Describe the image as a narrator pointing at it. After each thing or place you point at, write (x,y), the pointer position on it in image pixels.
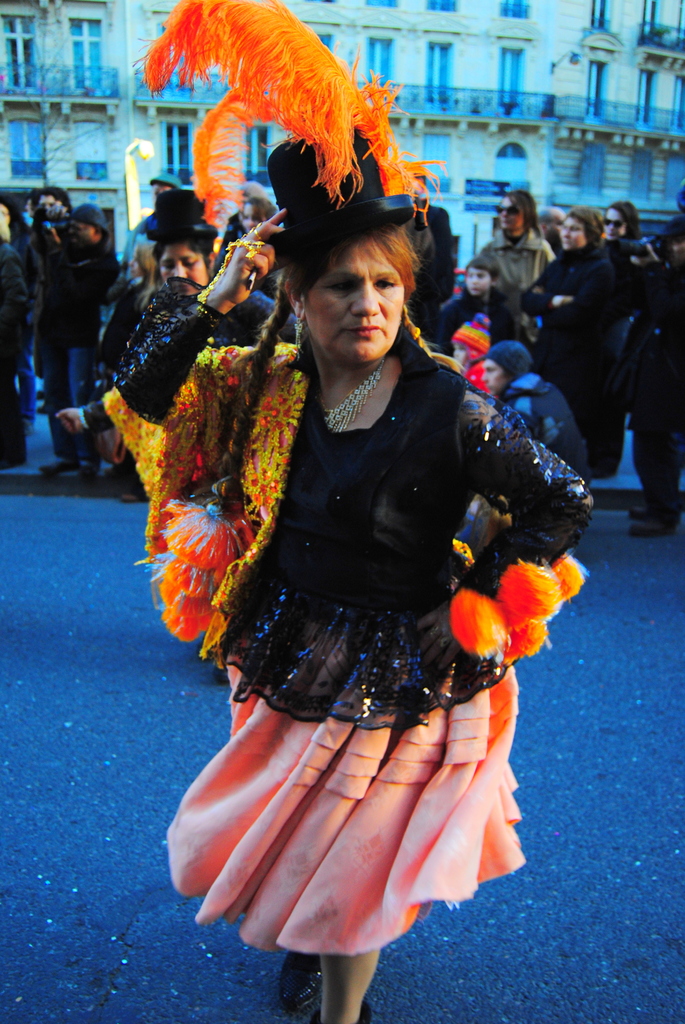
In this image I can see a woman (289,509) wearing costume (344,570) and dancing on the road (81,855). In the background (570,303), I can see a crowd of people (590,258) and a building (517,58).
